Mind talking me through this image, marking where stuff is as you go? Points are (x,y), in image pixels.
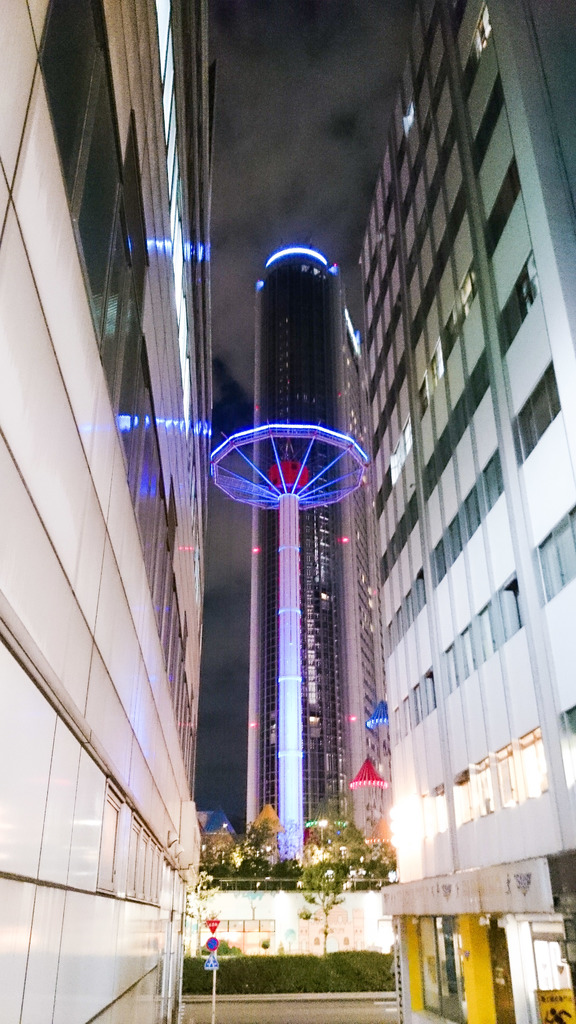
In the foreground of this image (481,478), there are buildings (415,480) on either side of the image and in the background (309,382), there is a skyscraper (312,358) and the sky (315,69) on the top side of the image (315,69). On the bottom (244,990), there are sign boards (212,944), grass (357,962) and some trees (292,872).
